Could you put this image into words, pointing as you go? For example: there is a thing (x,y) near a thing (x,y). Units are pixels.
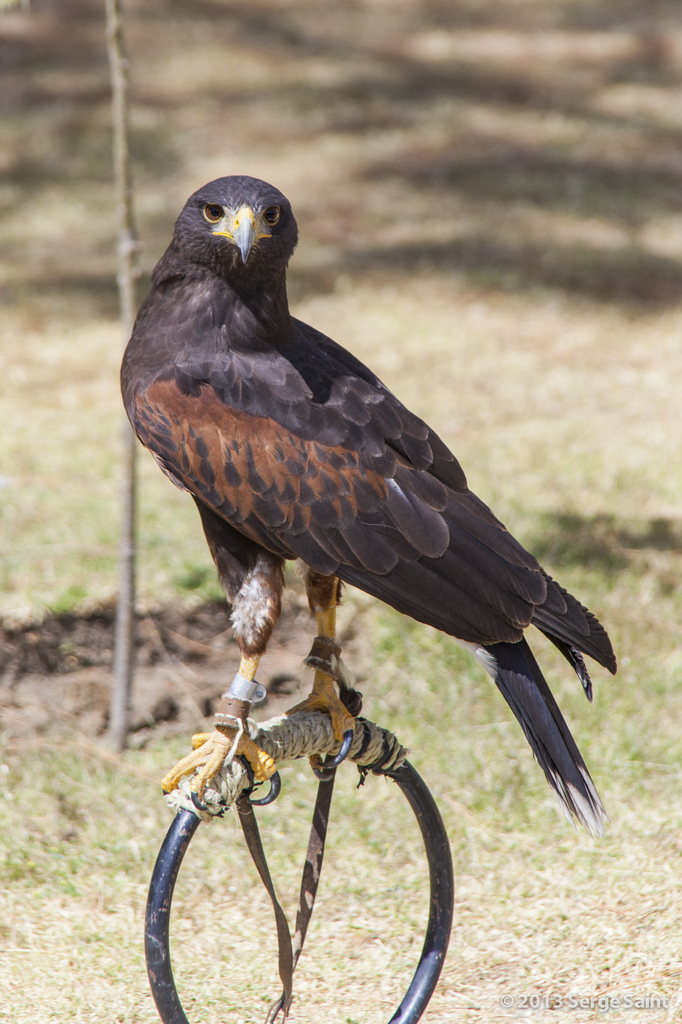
In this image there is a bird (267,645) standing on the ring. On the ring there is a thread (261,734). At the bottom (65,794) there is ground (61,778). In the background (123,345) there is a stick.
